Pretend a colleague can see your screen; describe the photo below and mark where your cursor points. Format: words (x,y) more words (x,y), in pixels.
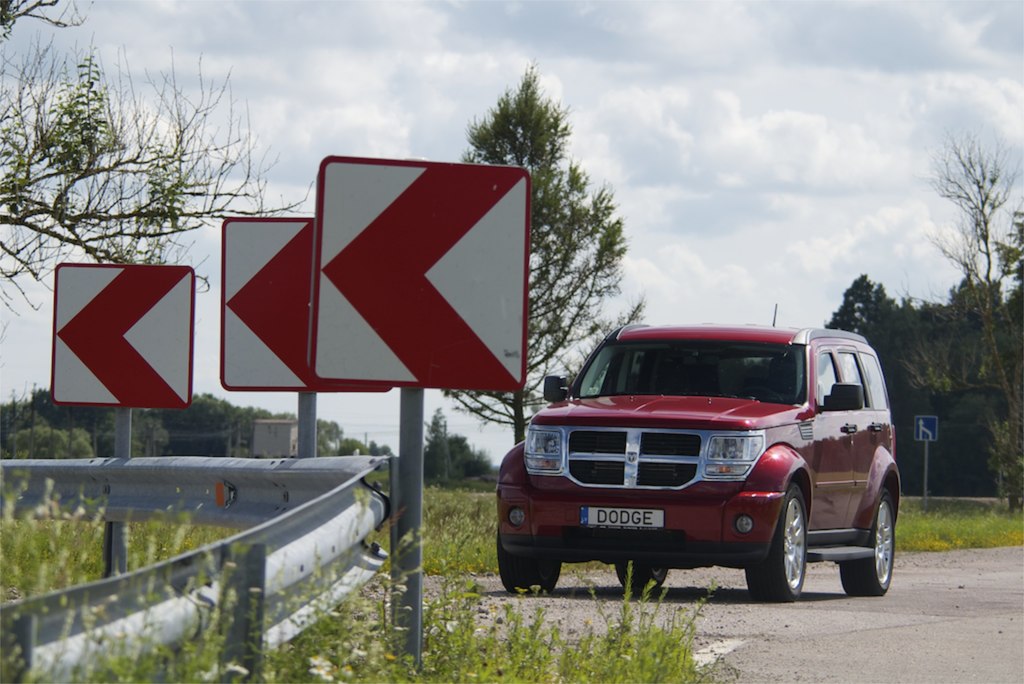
In this image there is a red colour car (706,479) on the road (772,628). Beside the road (499,579) there is an iron fencing (381,464) which has direction boards (383,372) near it. On the ground (374,651) there is grass (92,543). At the top (828,131) there is sky (809,127). In the background (180,178) there are trees (221,441).
